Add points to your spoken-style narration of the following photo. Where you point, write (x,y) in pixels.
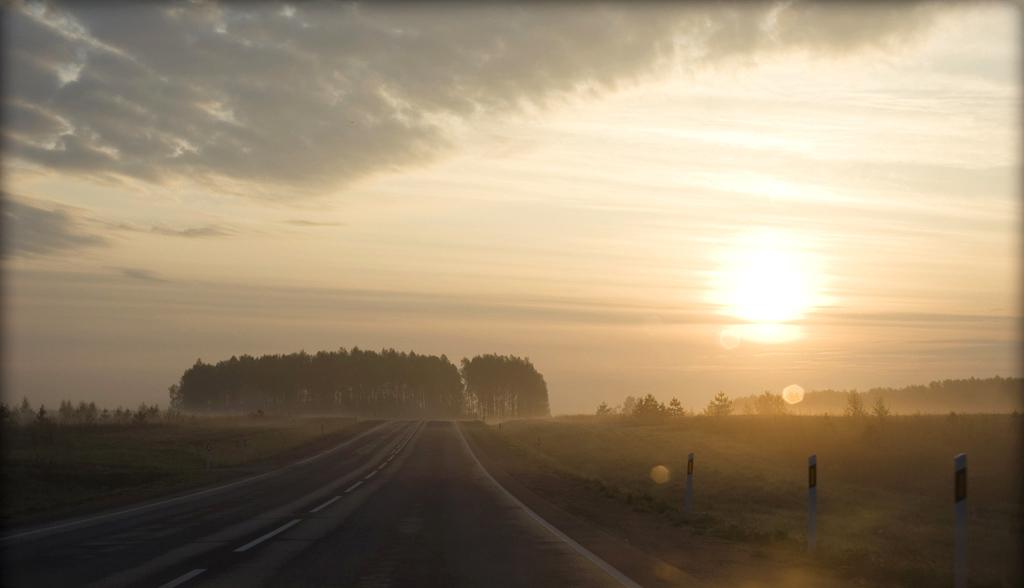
This image consists of a road (319,476). To the left (213,447) and right, there is green grass (657,425) on the ground (167,454). At the top (627,195), there is sun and clouds (651,258) in the sky (389,203).
